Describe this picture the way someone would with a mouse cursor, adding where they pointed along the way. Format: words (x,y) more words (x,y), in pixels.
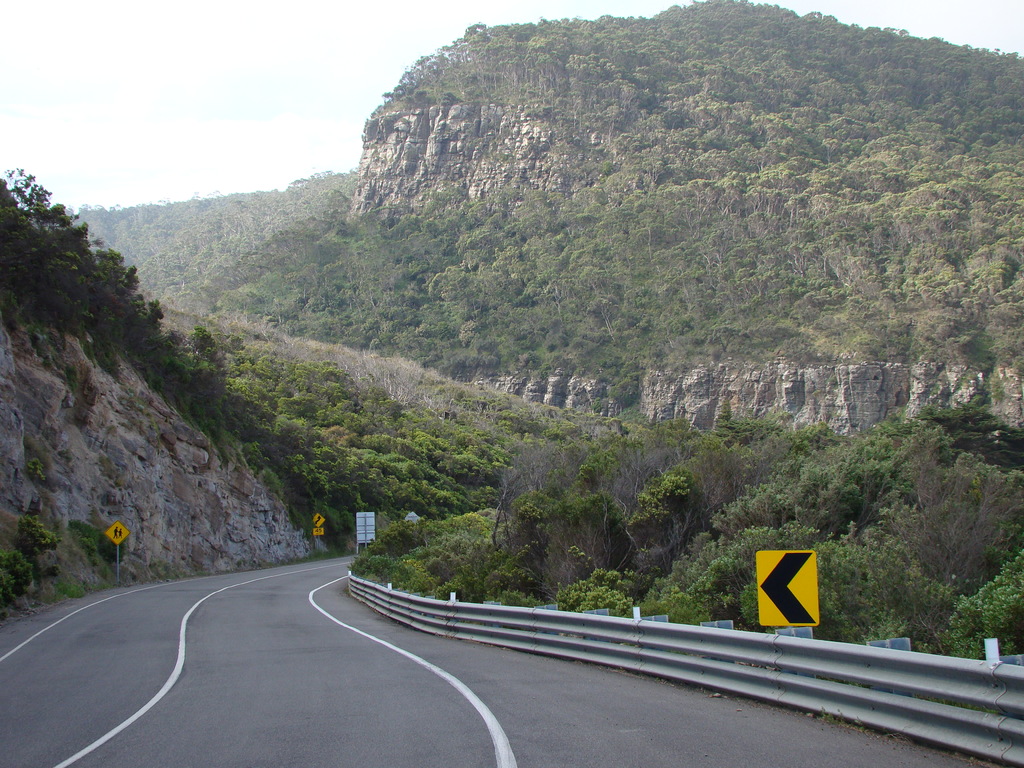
In this picture we can observe a road (338,668). There is a railing (666,667) and yellow color board (774,584) on the right side (782,620). We can observe trees (335,390). In the background (687,115) there is a hill (547,116) and a sky (223,117).
